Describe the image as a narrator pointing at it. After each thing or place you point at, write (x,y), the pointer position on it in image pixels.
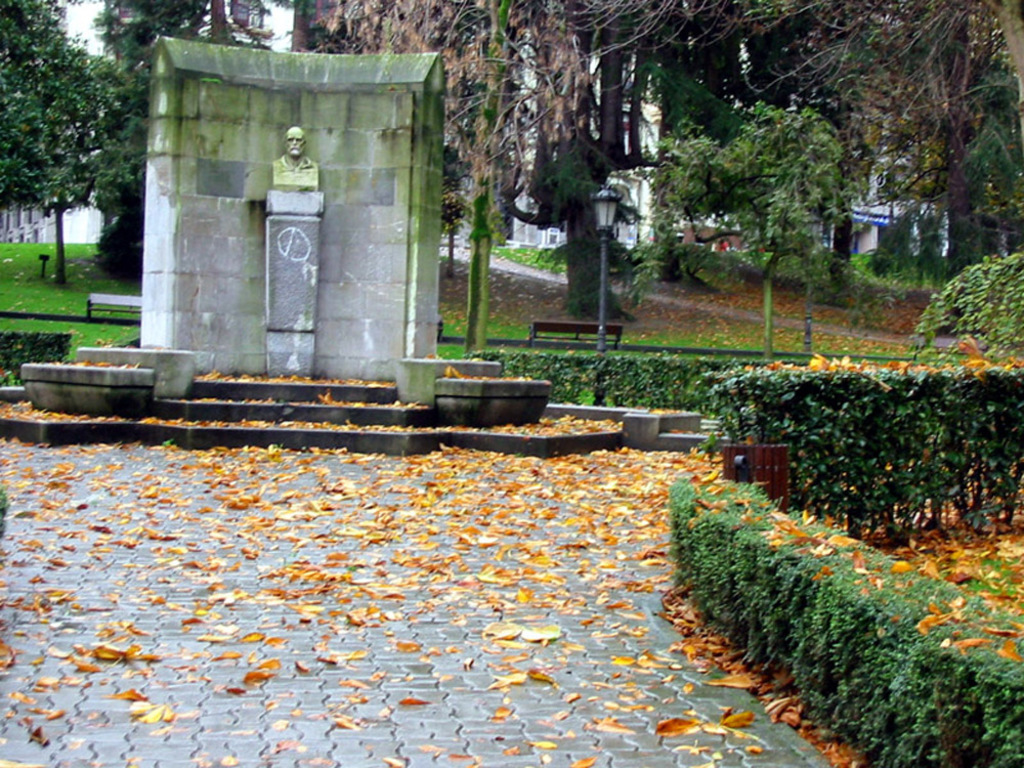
In this picture I can see the trees (570,276), plants (956,297) and grass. On the left (288,182) there is a statue (300,178) on the wall (339,250). Beside that I can see the benches (621,333) and street lights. In the background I can see the building (867,198). At the bottom (580,709) I can see the leaves (508,636).
